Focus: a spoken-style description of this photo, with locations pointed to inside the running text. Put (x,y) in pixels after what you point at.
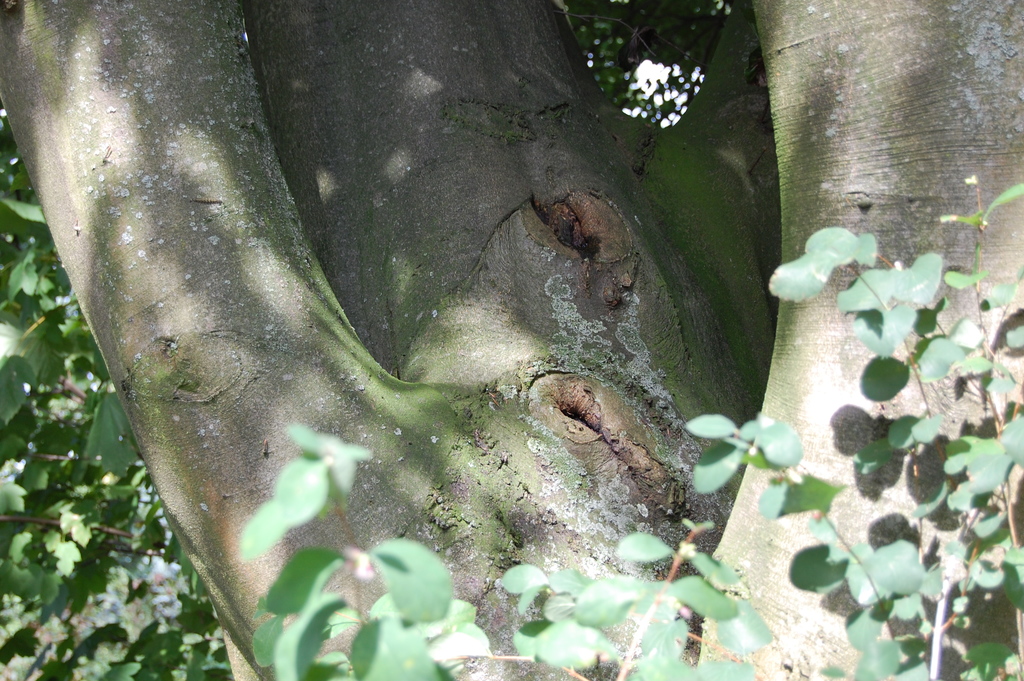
In this image we can see a bark (609,484) of a tree (595,488) and some leaves (795,561).
